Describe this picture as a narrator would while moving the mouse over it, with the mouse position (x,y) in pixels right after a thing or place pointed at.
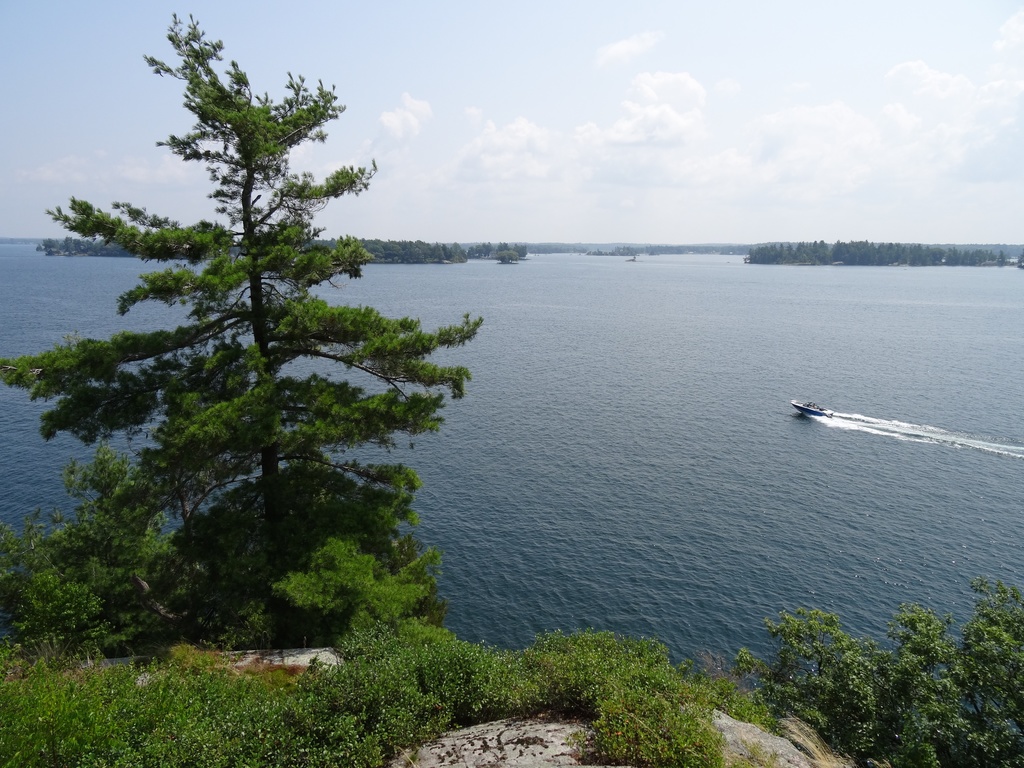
In this image there is a river (679,387) on the right side (780,328). In the river (822,341) there is a boat (800,408). On the left side (196,467) there is a tree (227,526). At the bottom (276,685) there are small plants (477,703). At the top (549,65) there is the sky (549,65). In the middle (518,259) there are islands (889,245).
